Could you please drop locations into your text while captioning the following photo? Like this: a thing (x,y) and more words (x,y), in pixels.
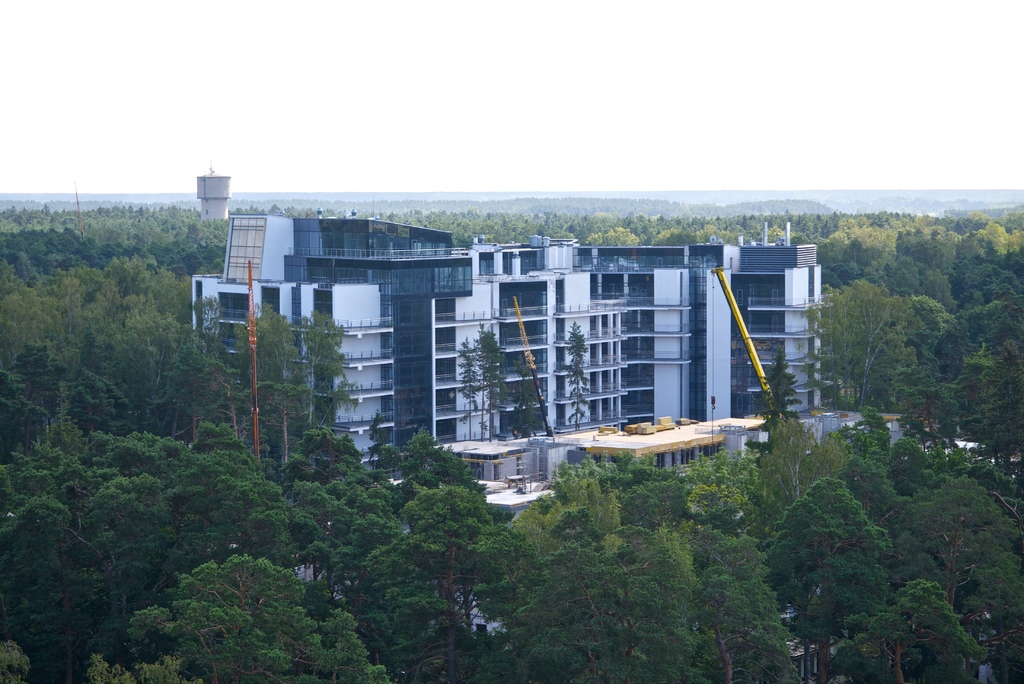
In this image we can see a building (510,314). Also there are trees (277,427). In the background (684,120) there is sky (634,84).
